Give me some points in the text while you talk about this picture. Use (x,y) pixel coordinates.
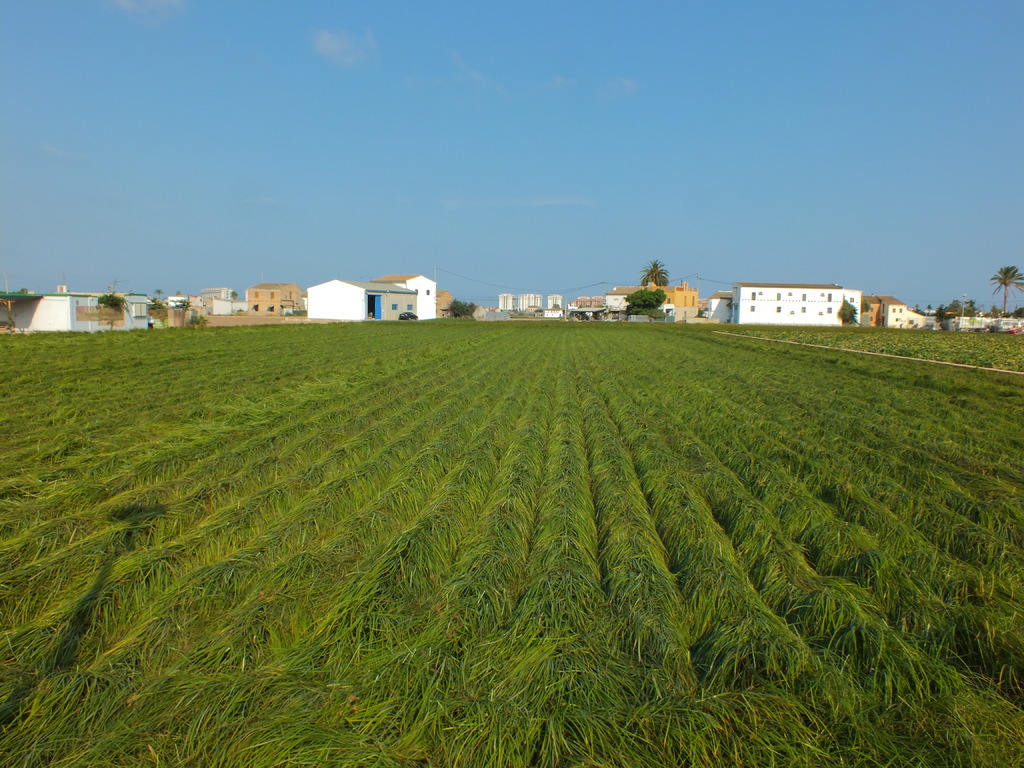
In this image we can see agricultural fields (529,388), buildings (775,313), sheds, poles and sky (390,110) with clouds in the background (576,144).
